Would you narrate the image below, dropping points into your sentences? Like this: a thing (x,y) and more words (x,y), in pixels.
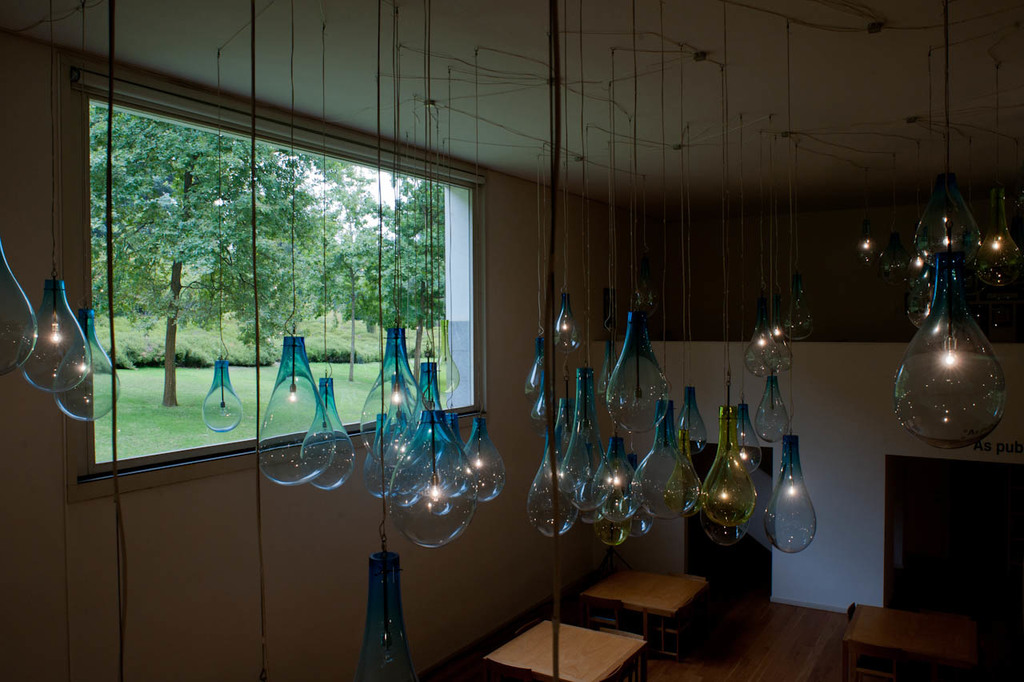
In the foreground (445,314) I can see tables (673,604), window (363,395), trees (120,321), grass (191,396), the sky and lamps (309,392) are hanged from the ceiling (898,197). This image is taken may be in a room (881,563).
